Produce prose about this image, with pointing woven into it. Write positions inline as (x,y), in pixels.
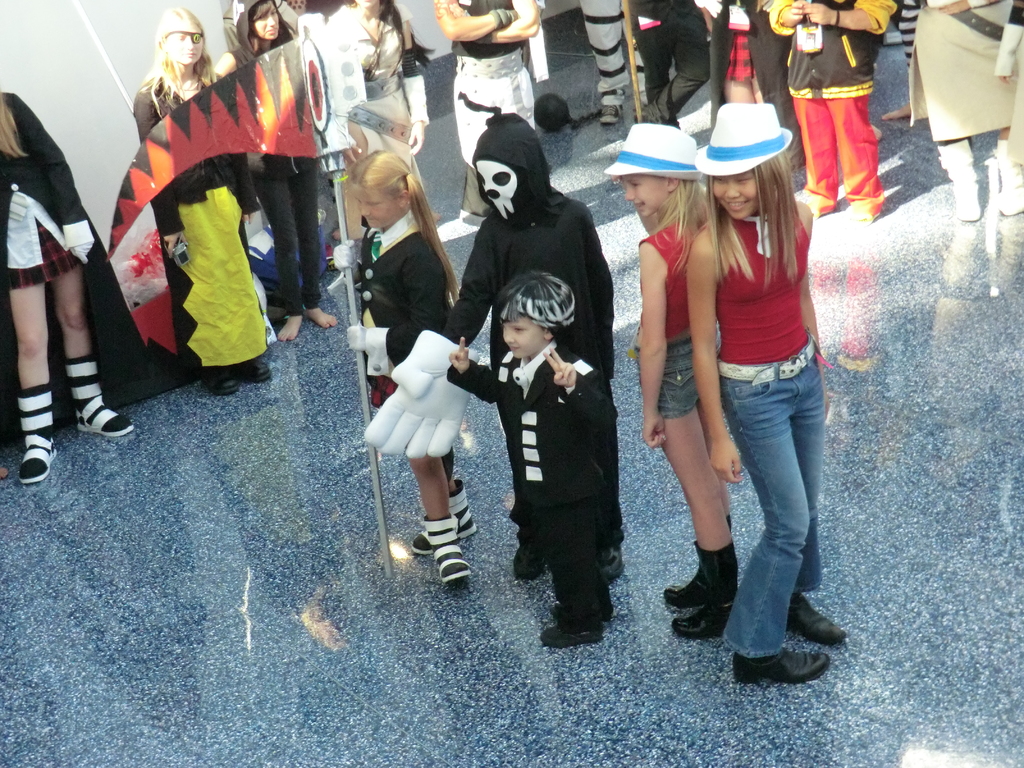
In this image there are people (510,34) standing wearing costumes (405,306) on a floor (391,509).
